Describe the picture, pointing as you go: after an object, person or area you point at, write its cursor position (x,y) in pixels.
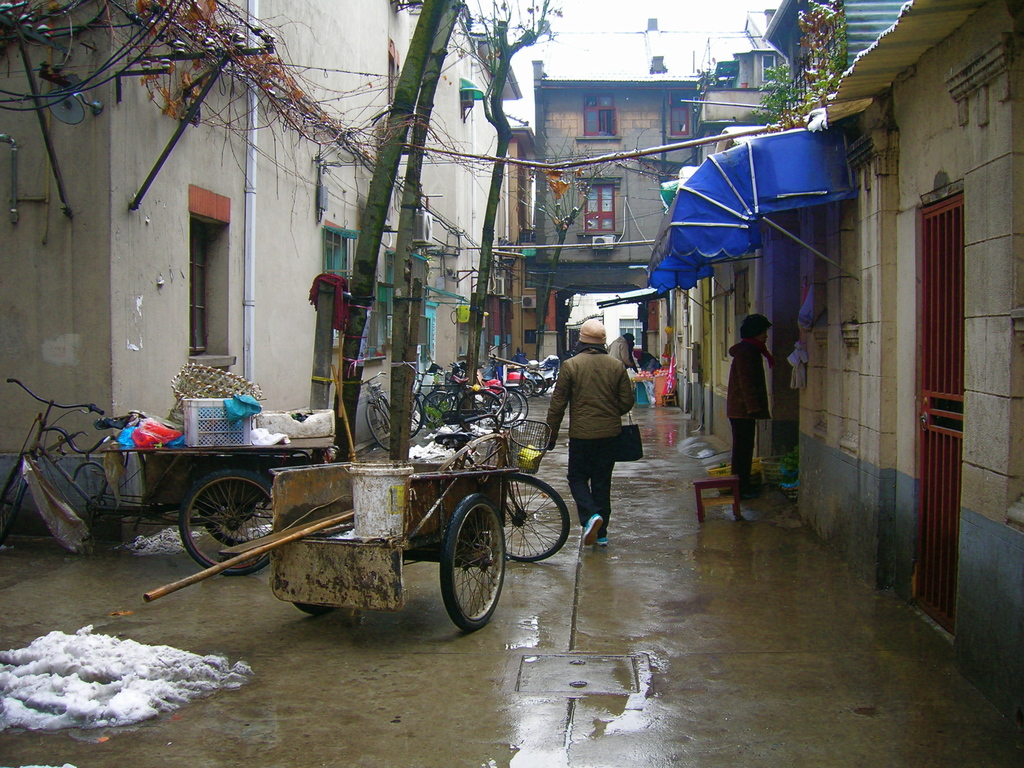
In this image, there are a few people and buildings (431,345). We can also see some bicycles (456,411). We can see the ground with some objects (540,377). We can also see some poles (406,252) and trees (400,403). We can see some rods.
